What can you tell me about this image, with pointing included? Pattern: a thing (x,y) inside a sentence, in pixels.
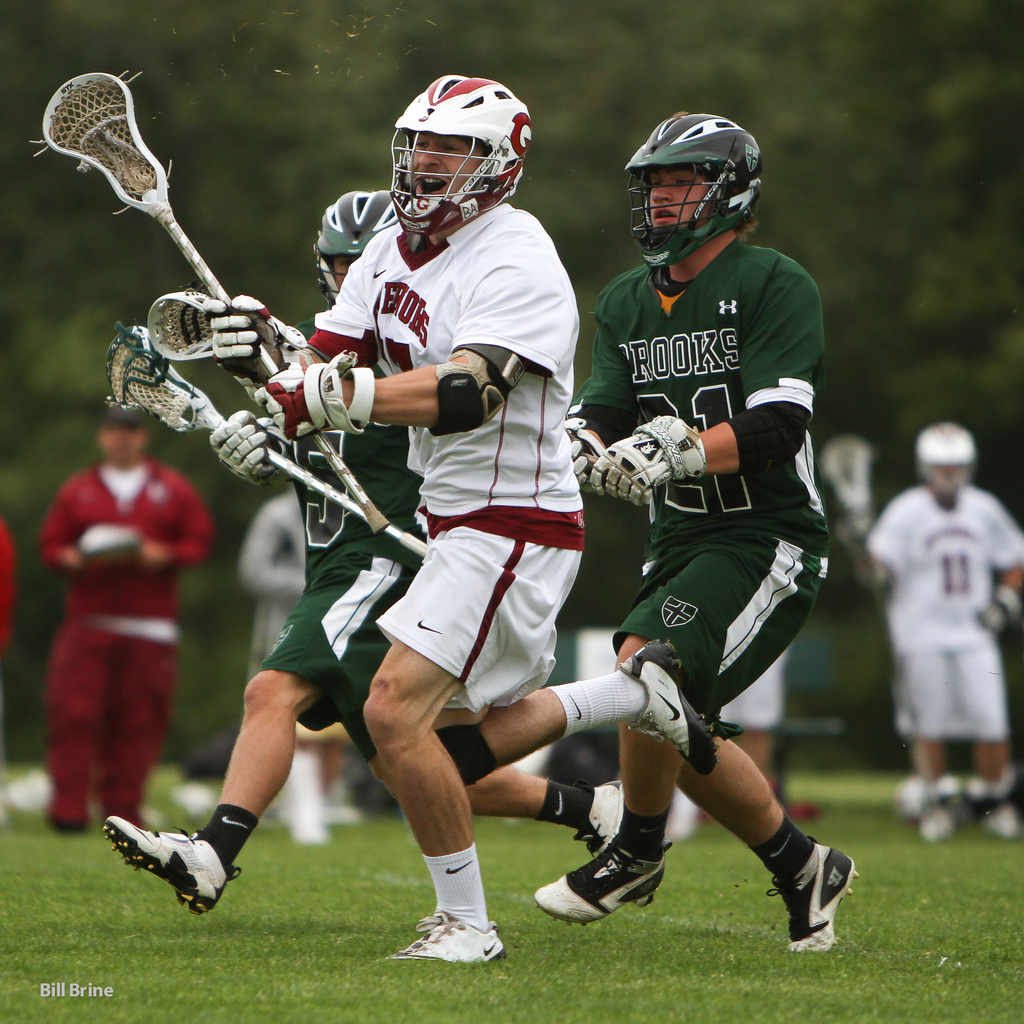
In this image I can see grass ground (503,893) and on it I can see number of people (435,613) are standing. I can see most of them are wearing helmets (753,205), gloves (621,458) and few of them are holding sticks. I can also see few are wearing white dress (536,436) and few of them are wearing green. On their dresses (440,345) I can see something is written. I can also see this image is little bit blurry from background (684,20).
